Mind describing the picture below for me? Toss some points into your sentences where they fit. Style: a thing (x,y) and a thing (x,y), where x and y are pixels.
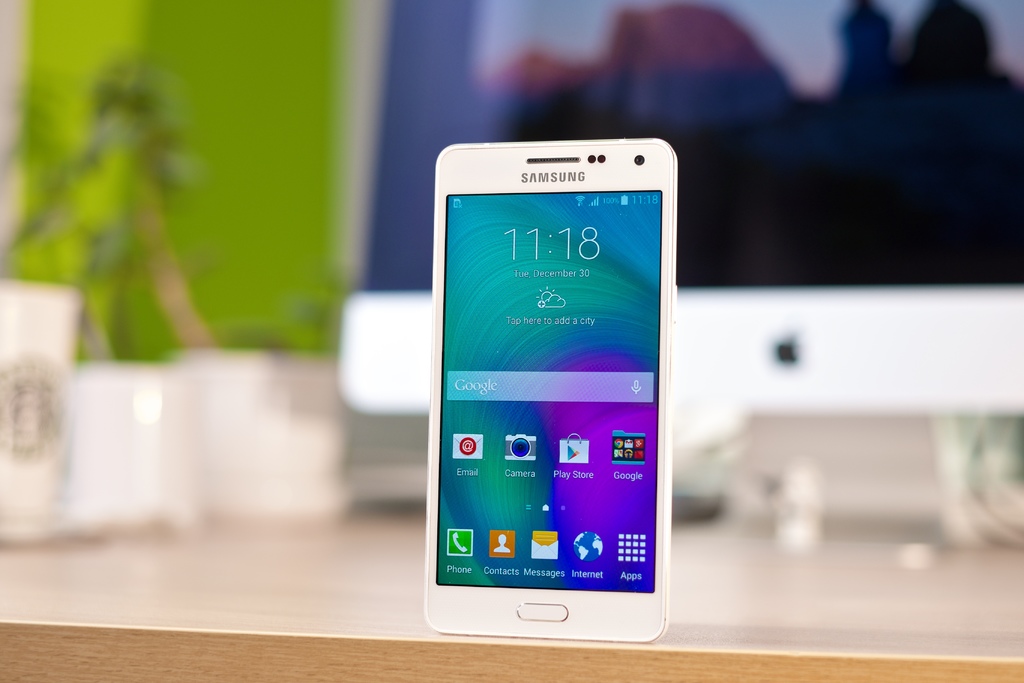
In the center of the picture (554,254) there is a mobile (550,317) on a wooden desk (265,624). The background (31,497) is blurred.
